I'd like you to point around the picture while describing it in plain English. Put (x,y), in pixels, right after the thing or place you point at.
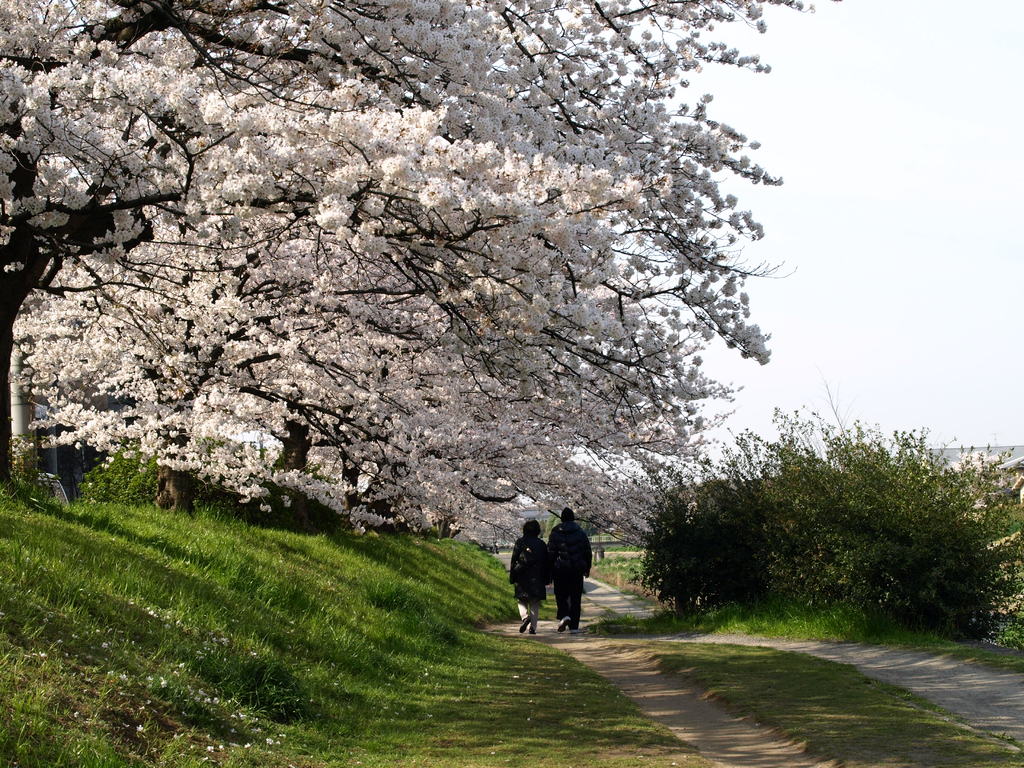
In this picture I can see two persons (527,594) are walking on the ground (585,648). I can also see grass (360,549), path (692,706) and trees (356,339). In the background (789,321) I can see sky (778,373).
